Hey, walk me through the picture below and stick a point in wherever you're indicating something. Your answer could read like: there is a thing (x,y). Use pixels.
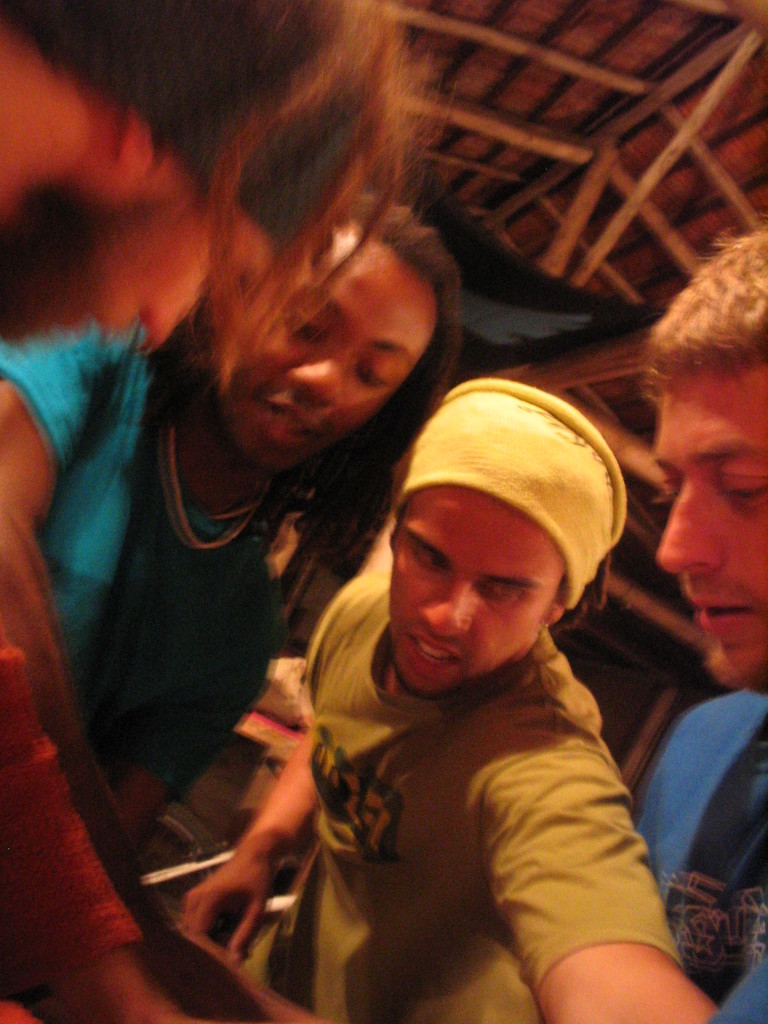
In this picture we can observe four members (273,433). All of them are men (336,429). One of them is wearing a cap (540,445) on his head (521,441). In the background (568,223) we can observe a wooden ceiling (572,177).
